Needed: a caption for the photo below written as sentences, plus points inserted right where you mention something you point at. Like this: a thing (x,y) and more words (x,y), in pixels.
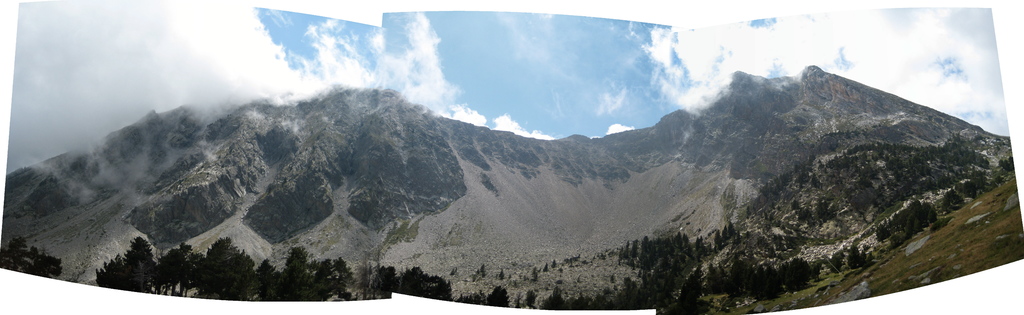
In this image there are trees (800,209) and mountains (345,220), at the top of the image (445,78) there are clouds (913,78) in the sky (515,78).
